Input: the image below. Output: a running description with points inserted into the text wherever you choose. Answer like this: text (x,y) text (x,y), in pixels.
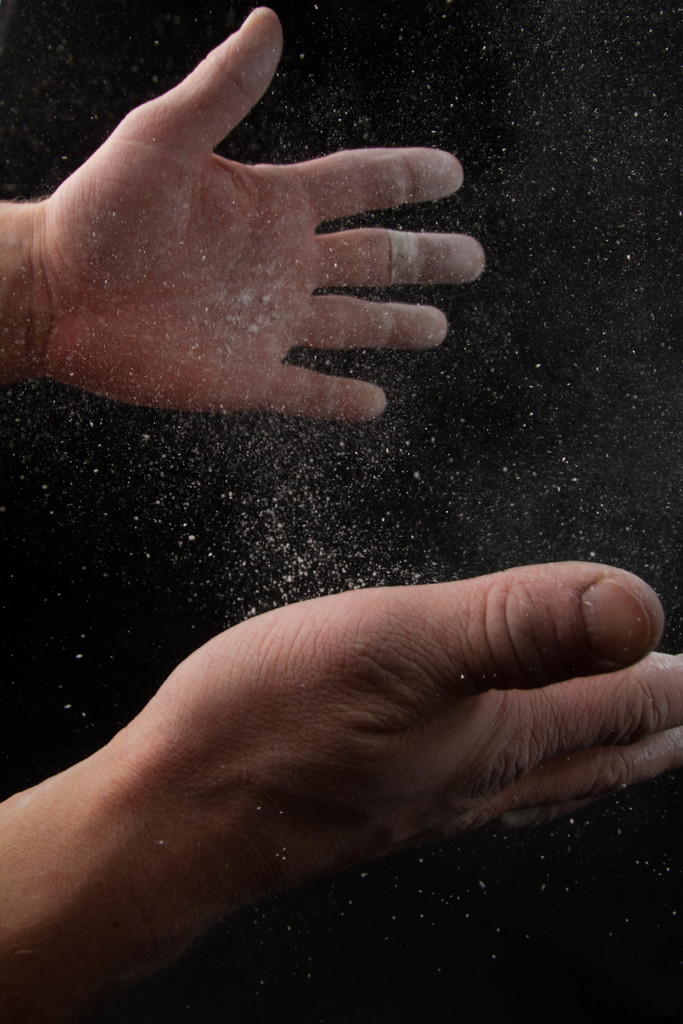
In this image there are two hands (285,745). In between them there is powder (317,492).
